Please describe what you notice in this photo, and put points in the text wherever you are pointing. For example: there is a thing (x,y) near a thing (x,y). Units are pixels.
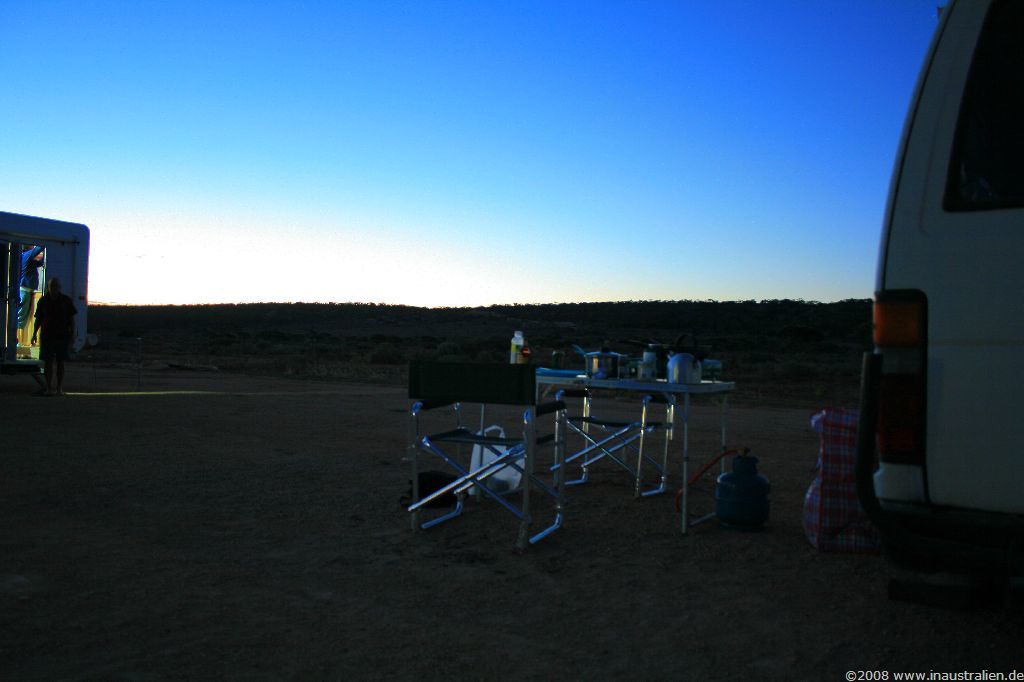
In the picture we can see a clear surface of the earth (623,527) on it we can see a table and two chairs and on the table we can see some bowls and dish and a bottle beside it and near the table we can see a vehicle (1012,494) which is white in color with a stop light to it and on the other side we can see another vehicle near it we can see a man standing and one person (26,311) is standing inside the vehicle (12,324).
